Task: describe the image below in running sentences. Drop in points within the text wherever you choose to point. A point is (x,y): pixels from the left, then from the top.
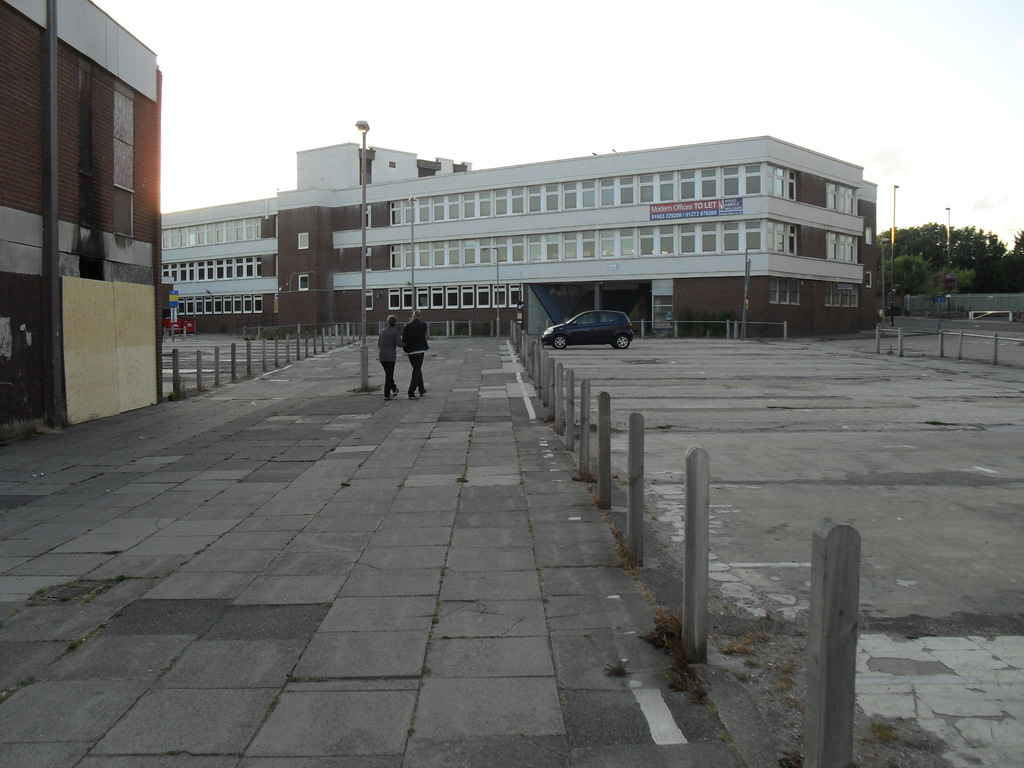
In this picture I can observe two members (382,355) walking in this path (341,395). On the left side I can observe a pole (364,198). There is a car (591,335) in the middle of the picture (579,319). In the background (518,238) there is a building (714,249) and sky (602,78).
